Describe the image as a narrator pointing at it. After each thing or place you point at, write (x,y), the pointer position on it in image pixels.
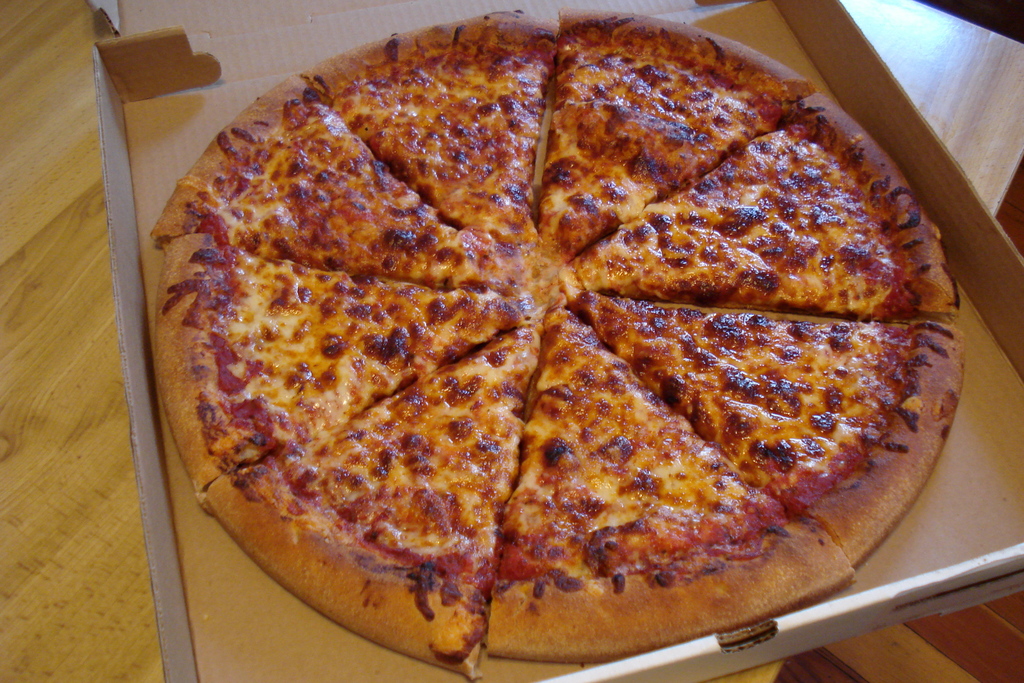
In this image, we can see a pizza (600,133) kept in the pizza box (986,249) and we can see the table (15,274).
